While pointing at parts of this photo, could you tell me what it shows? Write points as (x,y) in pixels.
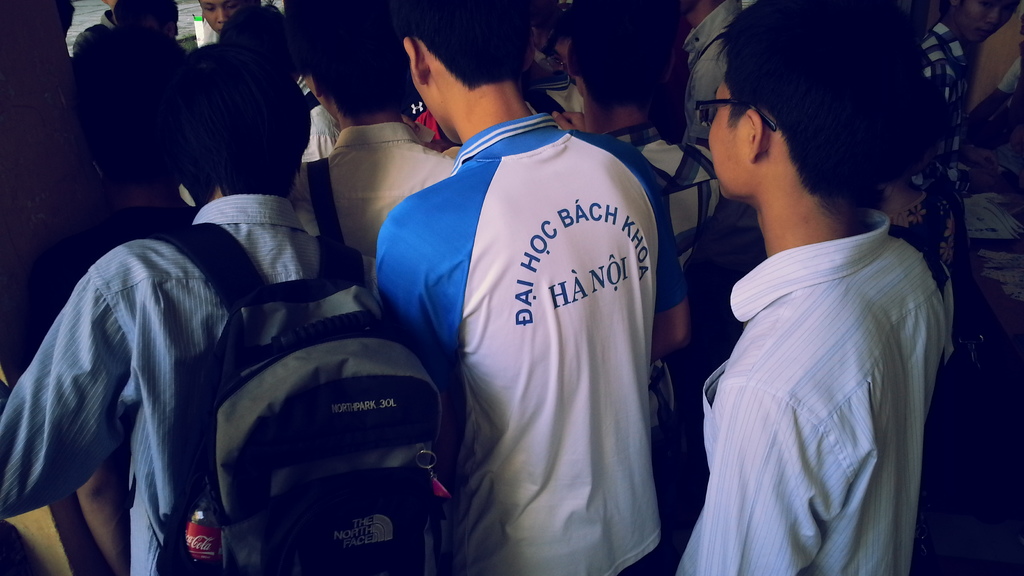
In this picture there are some people (369,216). We can observe a person (235,97) holding a bag (309,351) on his shoulders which is in black color. On the right side (803,202) we can observe a boy (803,219) wearing spectacles (753,109). All of them were men (480,308).
